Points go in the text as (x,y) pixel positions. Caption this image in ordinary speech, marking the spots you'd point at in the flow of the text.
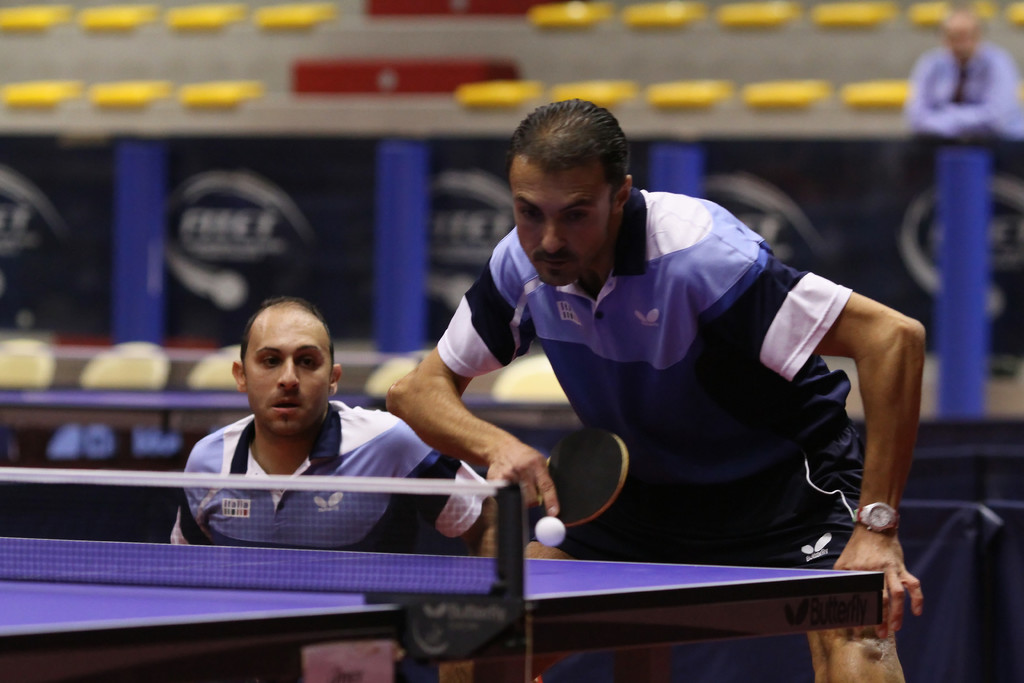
In this picture there are two people (562,297) at the middle of the image (591,335), they are playing table tennis game and there is table tennis board (56,593) before these people (448,427).
